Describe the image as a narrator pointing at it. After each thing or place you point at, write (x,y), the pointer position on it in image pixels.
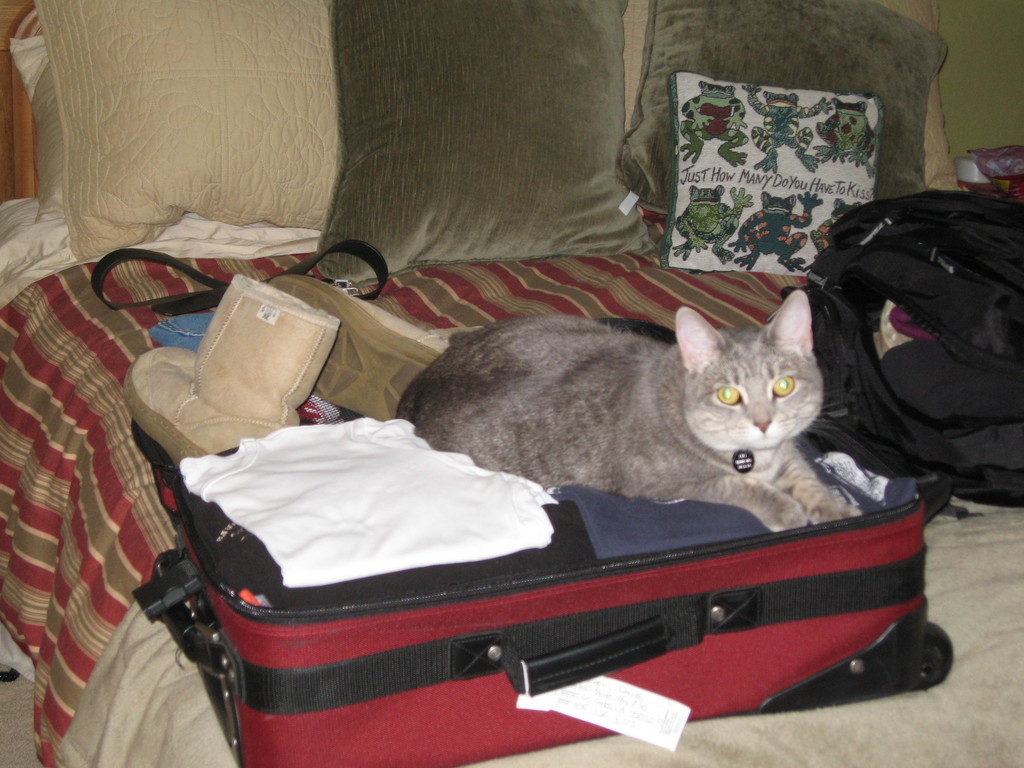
This is a picture of a cat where it is sitting in the bag (497,630), there are some clothes (208,480), shoe (257,405) in the bed (435,281) and there are 4 pillows (62,158) in the bed (422,290).
